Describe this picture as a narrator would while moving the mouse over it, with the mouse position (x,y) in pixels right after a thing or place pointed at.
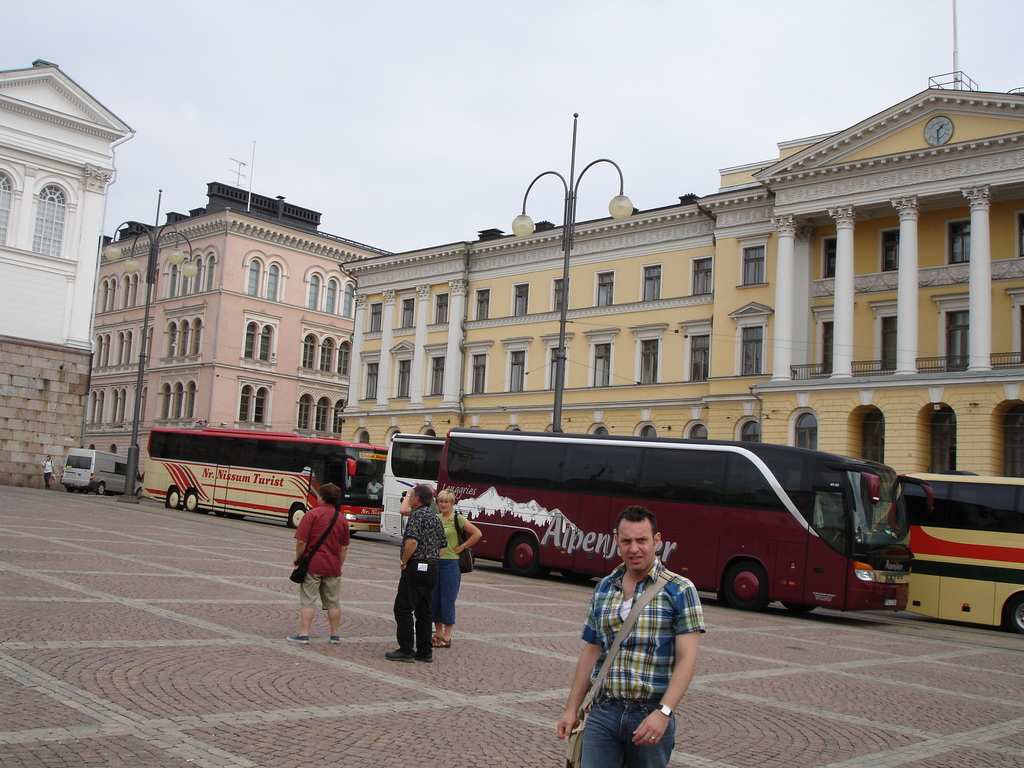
In the center of the image (400,509), we can see some buses (173,472) and people (620,670) on the road (488,687) and in the background (32,297), there are lights (517,222), buildings (930,311). At the top (617,76), there is sky (618,77).
